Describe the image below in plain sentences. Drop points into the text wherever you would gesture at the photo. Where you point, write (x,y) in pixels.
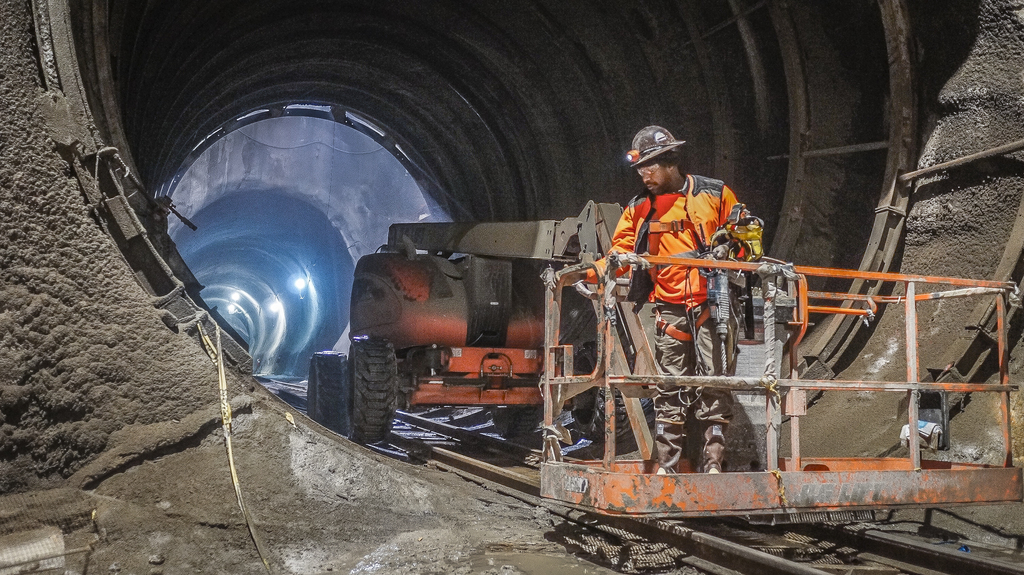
In this image there is a man (665,293) standing, there is a vehicle (520,357), there is a tunnel (325,270), there are lights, there are metal objects (873,254) on the wall (394,178) of the tunnel (424,173), there is a track (752,547).
